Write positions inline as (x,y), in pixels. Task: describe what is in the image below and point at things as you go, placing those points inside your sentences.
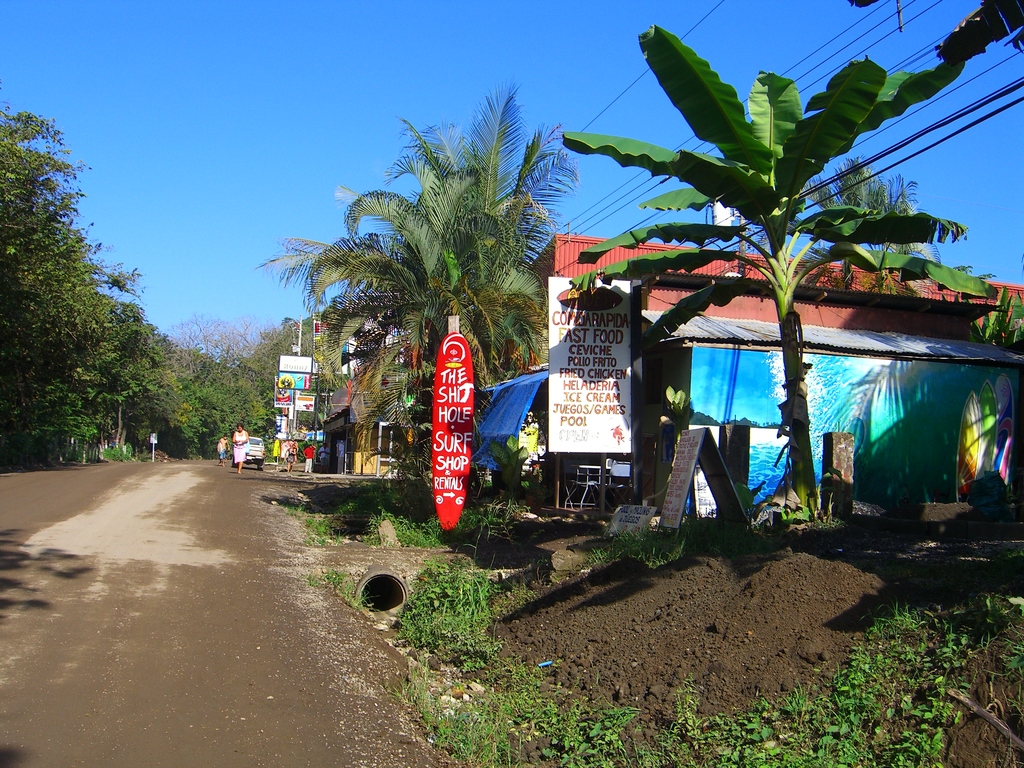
In this image, I can see the name boards (553,332), trees (532,319), buildings (383,428), current wires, few people (219,452) walking and a vehicle (260,459) on the road (253,499). At the bottom of the image (407,620), I can see the grass (464,620). In the background (179,184), there is the sky (1021,62).
